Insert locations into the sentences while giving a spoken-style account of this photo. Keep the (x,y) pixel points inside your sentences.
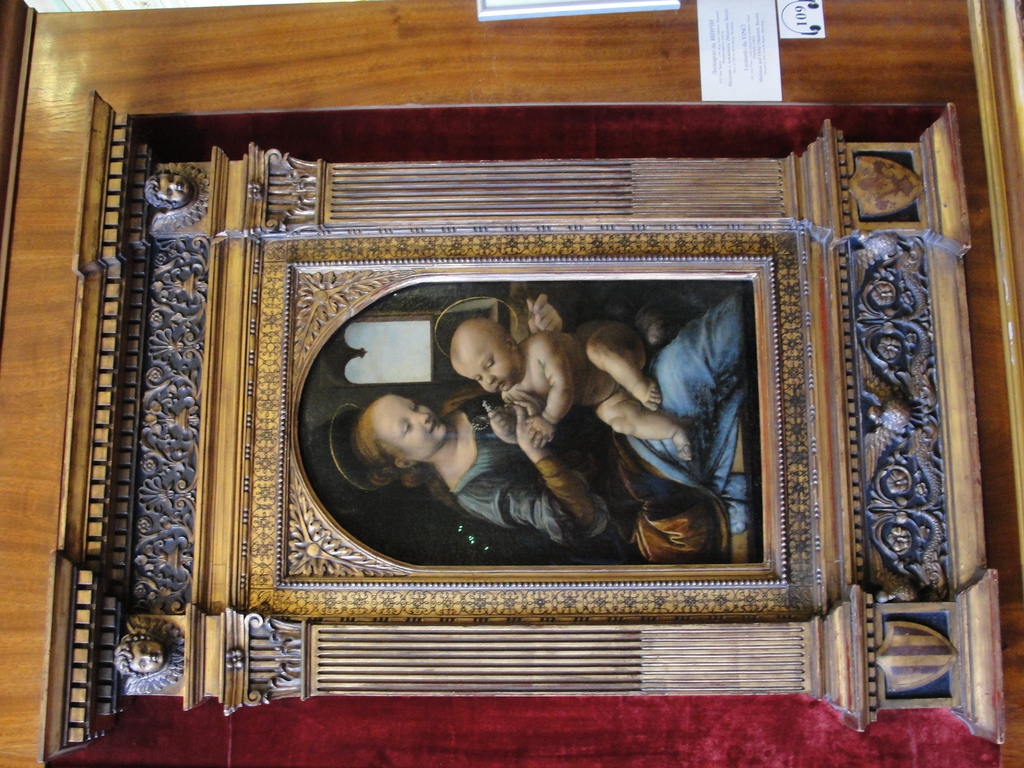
Here in this picture we can see a carved wooden frame (544,635) present on a wall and in between that we can see a painting (489,469) of a woman (610,465) and baby (544,417) present over there.
